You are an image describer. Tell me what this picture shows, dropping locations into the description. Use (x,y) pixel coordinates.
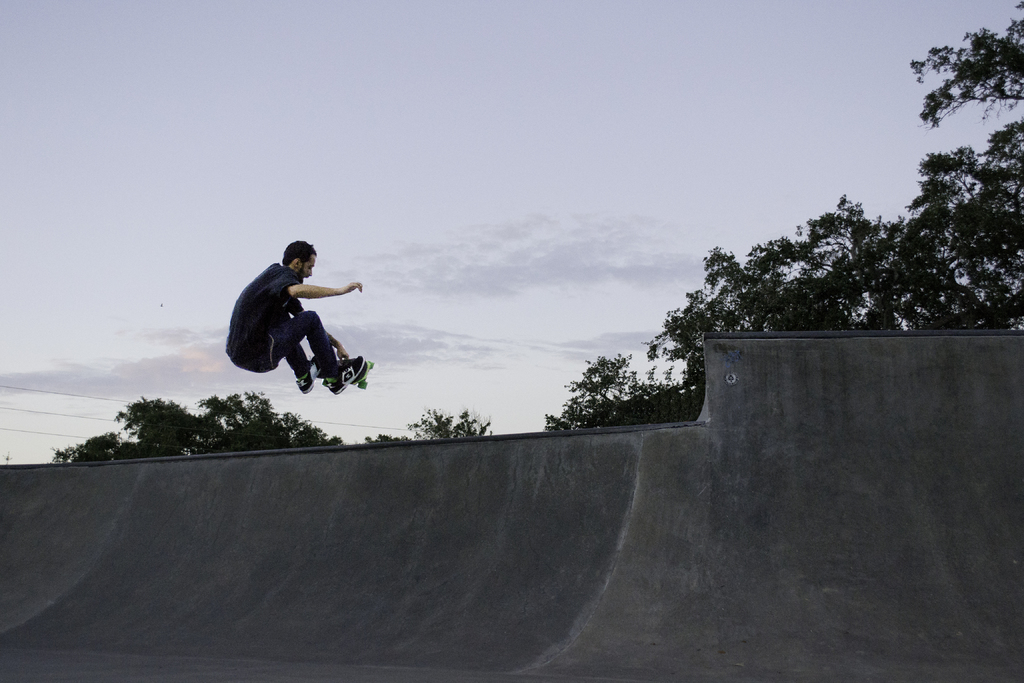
There is a person (294,295) riding a skateboard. Here we can see trees (228,441) and a wall (793,382). In the background (634,268) there is sky (223,164).
